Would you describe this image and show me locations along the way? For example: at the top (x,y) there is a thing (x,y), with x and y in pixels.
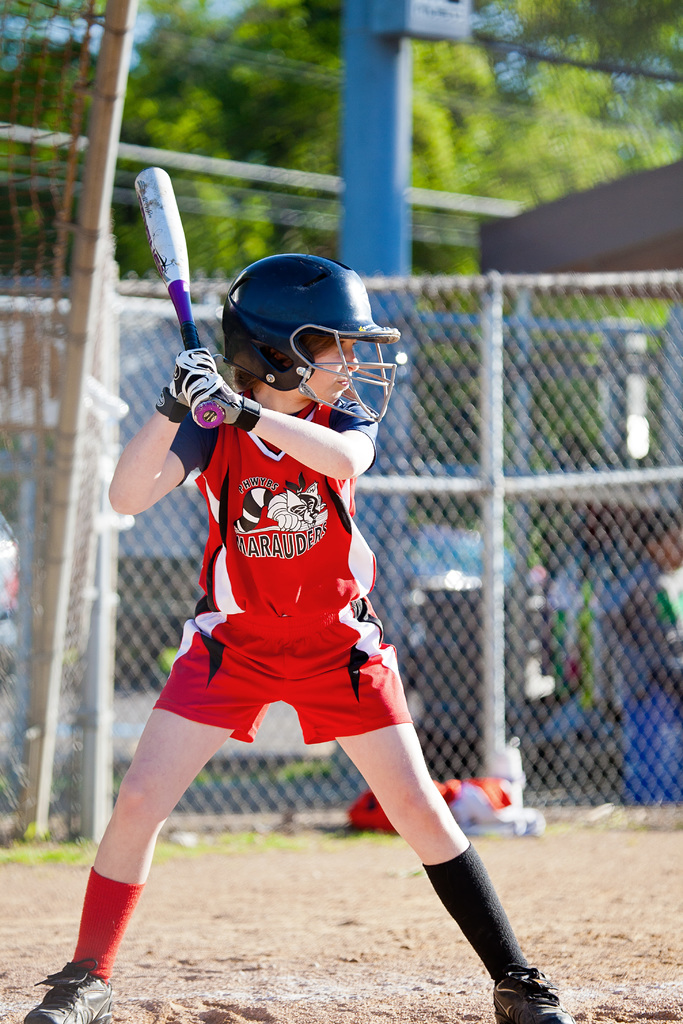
In this picture we can see a boy (254,707) standing on the floor (630,839) and holding a bat (202,423), he is wearing a helmet (242,356), behind we can see some trees (148,92) and fence (515,604).
